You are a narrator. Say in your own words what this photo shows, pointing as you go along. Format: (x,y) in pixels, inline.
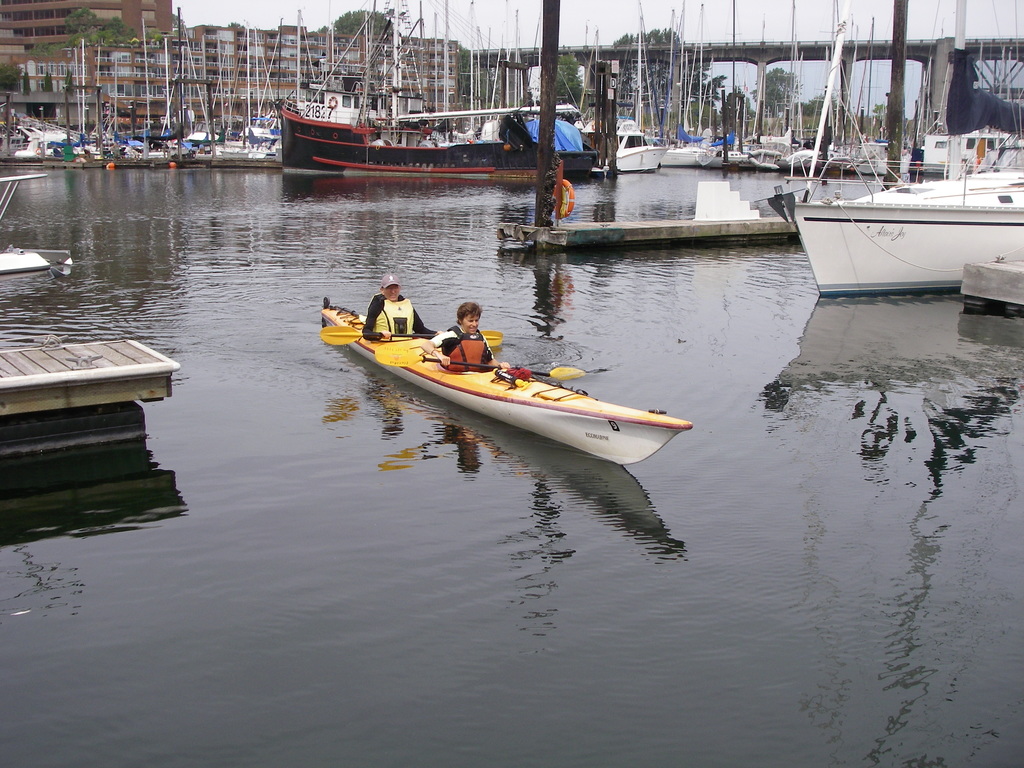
In this image I can see two persons (462,352) sitting on the boat (533,403) and the boat (569,430) is on the water (695,531). Background (72,43) I can see few other boats (591,154), buildings (129,59) in brown color, trees (654,36) in green color and sky (622,35) in white color.
